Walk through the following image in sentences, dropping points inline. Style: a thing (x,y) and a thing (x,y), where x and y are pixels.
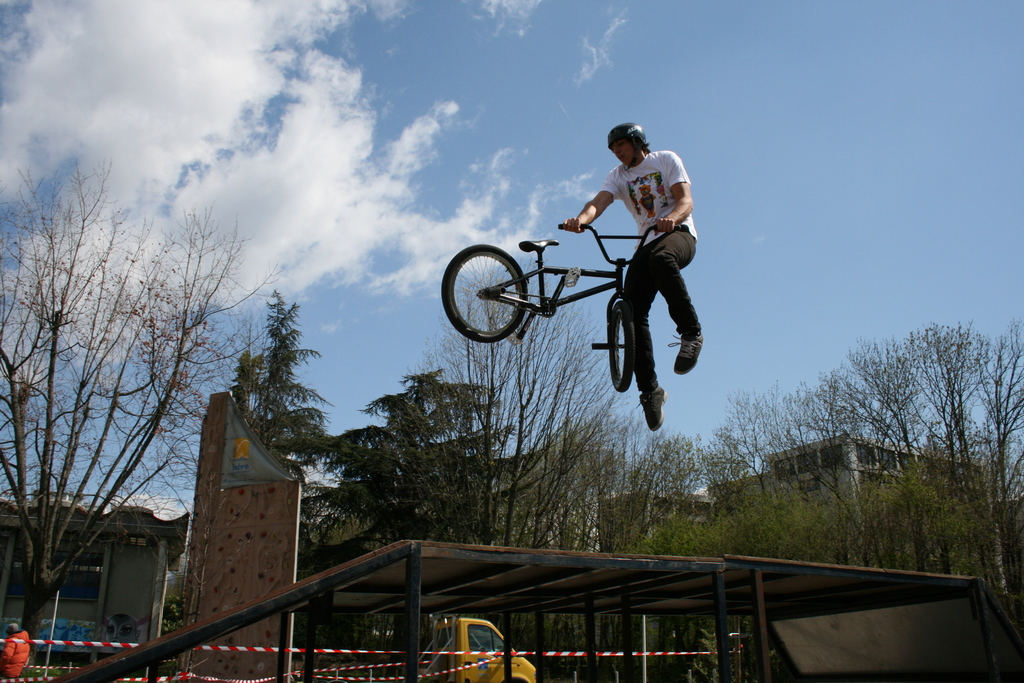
In this image there is a man (646,352) performing, stunts with a cycle (608,347) at the bottom (474,571) there is a table (151,648), in the background (308,572) there are trees (919,487), buildings (113,543) and a vehicle (459,628) and a sky (679,134).
